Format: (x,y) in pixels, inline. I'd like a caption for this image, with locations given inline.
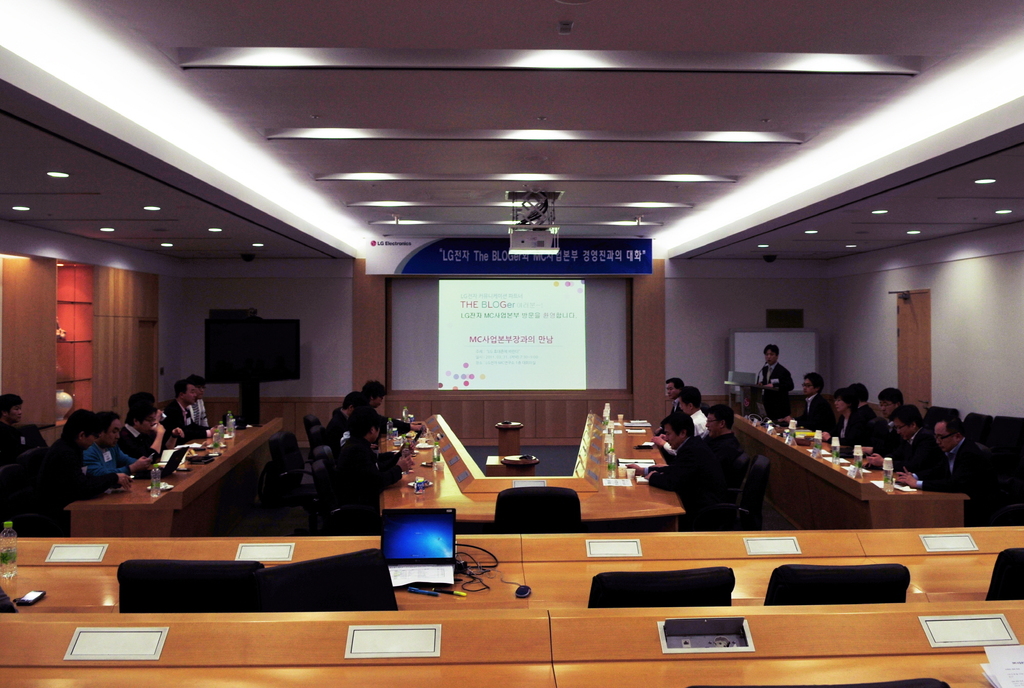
In this picture there are people (377,405) those who are sitting around the tables (399,497) on the right (820,384) and left side of the image (94,462) and there is a projector screen (462,345) in the background area of the image (491,301) and there are lights (332,64) at the top side of the image (618,65), there is a laptop (432,529) on the desk (124,550) at the bottom side of the image (321,547), tables (145,487) contains glasses (789,425) and papers (395,579) on it.
